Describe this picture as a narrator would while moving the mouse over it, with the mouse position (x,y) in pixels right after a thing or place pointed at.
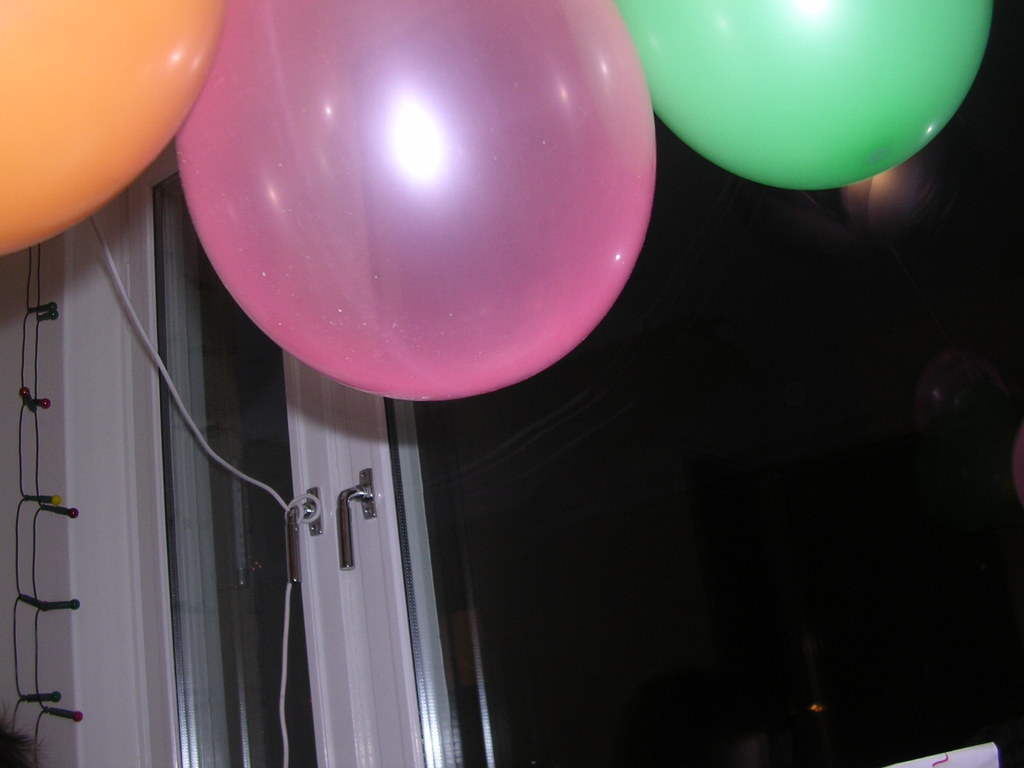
In this image there is a glass door (173,561), at the top of the image (64,154) there are balloons (150,83) and few colorful lights (21,693) hanging.
